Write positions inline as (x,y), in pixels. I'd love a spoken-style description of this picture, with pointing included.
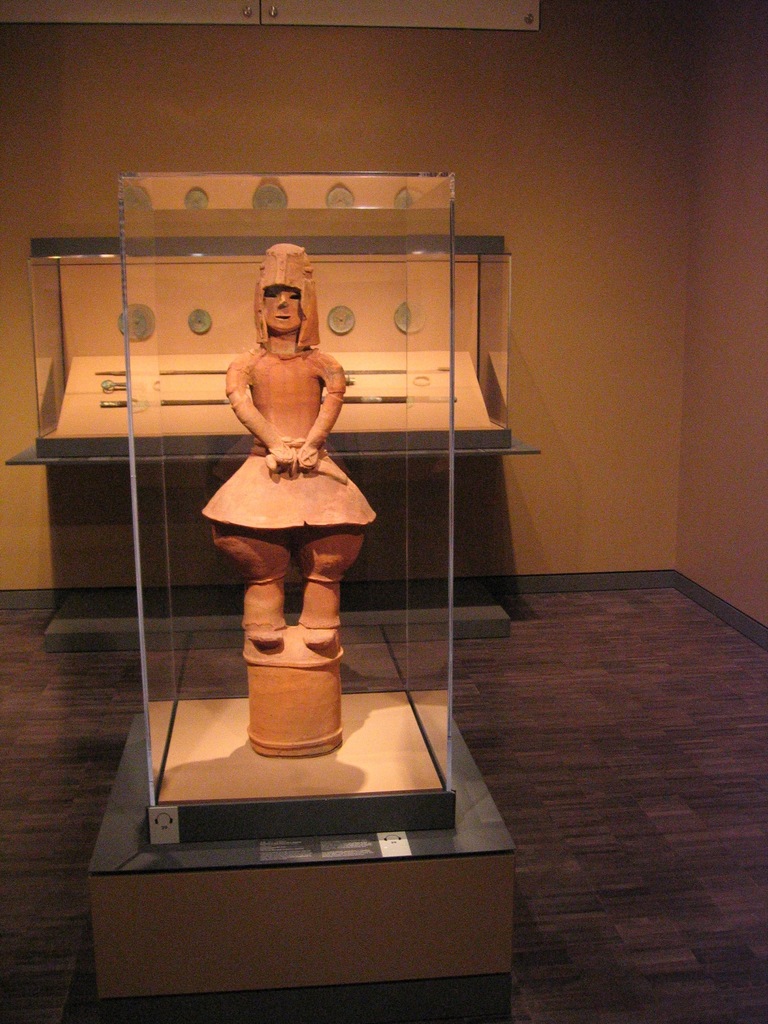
In this picture we can see a glass (444,751) in the front (417,728), from the glass (387,612) we can see a statue (296,482), in the background (332,326) there are discs (410,320), we can also see a wall (612,148) in the background (612,148).
